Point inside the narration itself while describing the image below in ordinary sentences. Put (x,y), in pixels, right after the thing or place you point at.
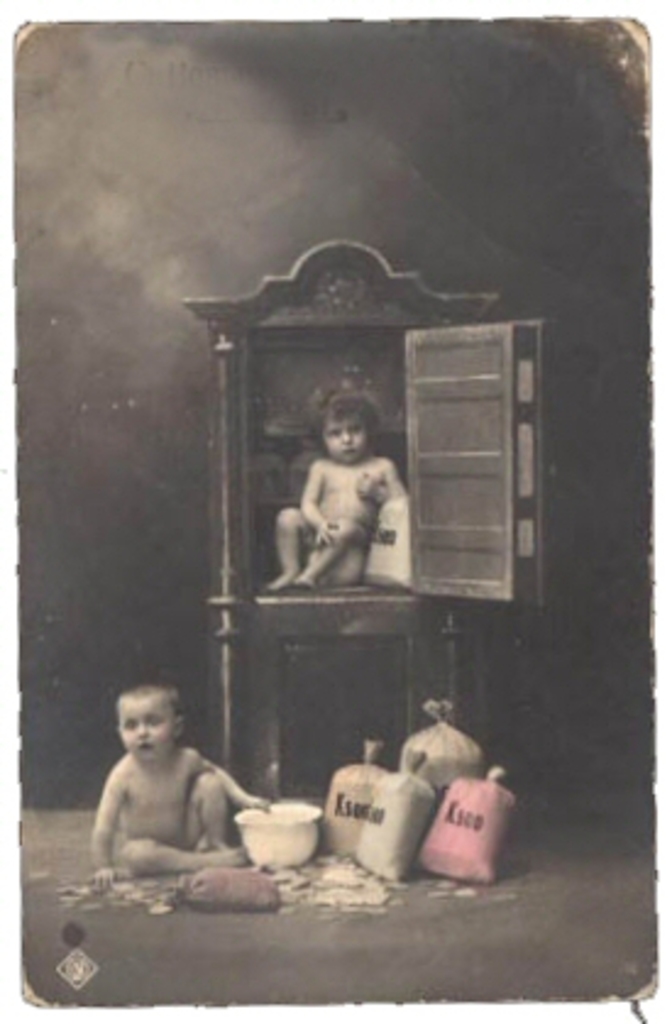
This is a old picture and in the picture I can see a baby (170,702) sit on the floor (267,975) and I can see bowl (257,833) and some other carry bags (440,826) kept on the floor (430,928) and I can see a cup board (342,329), in the cup board (340,643) I can see a baby (361,566) and in the background (382,204) I can see the wall (515,770).
